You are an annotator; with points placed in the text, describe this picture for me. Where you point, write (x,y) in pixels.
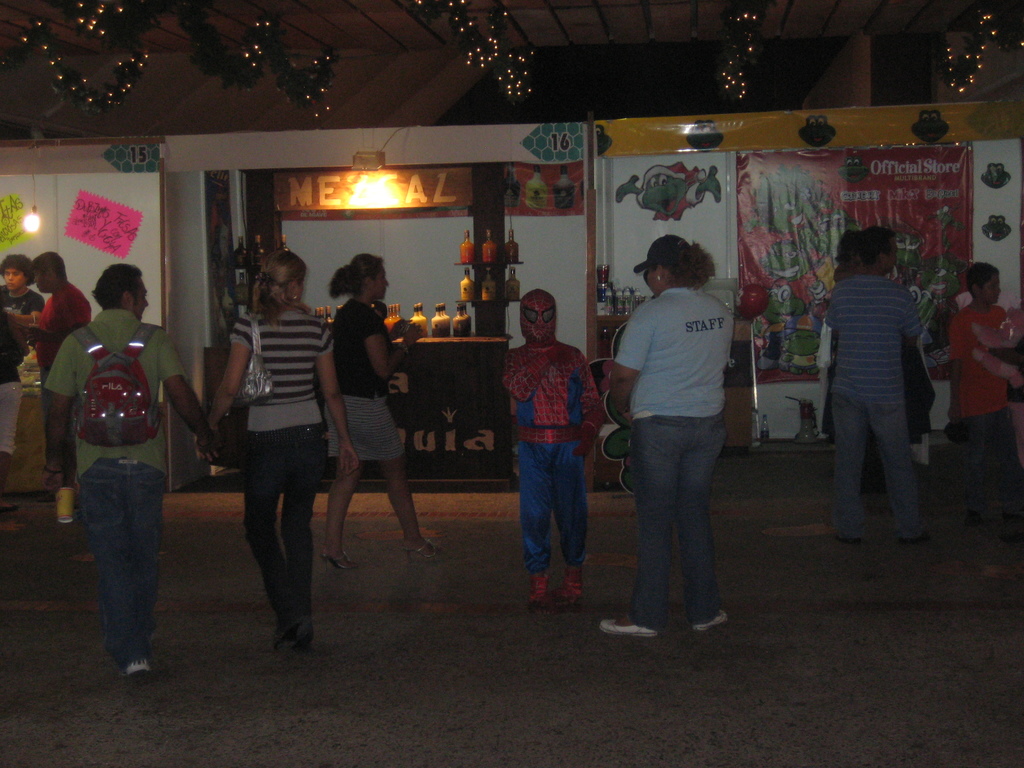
In this image, there are some persons (141,352) standing and wearing clothes (872,339). There is a stall (505,274) in the middle of the image (485,264) contains some bottles (456,316). There are some lights (420,4) at the top of the image (461,1). There are two persons (271,360) on the left side of the image (109,389) wearing bags (123,388). There is a banner (875,216) on the right side of the image (906,227).
